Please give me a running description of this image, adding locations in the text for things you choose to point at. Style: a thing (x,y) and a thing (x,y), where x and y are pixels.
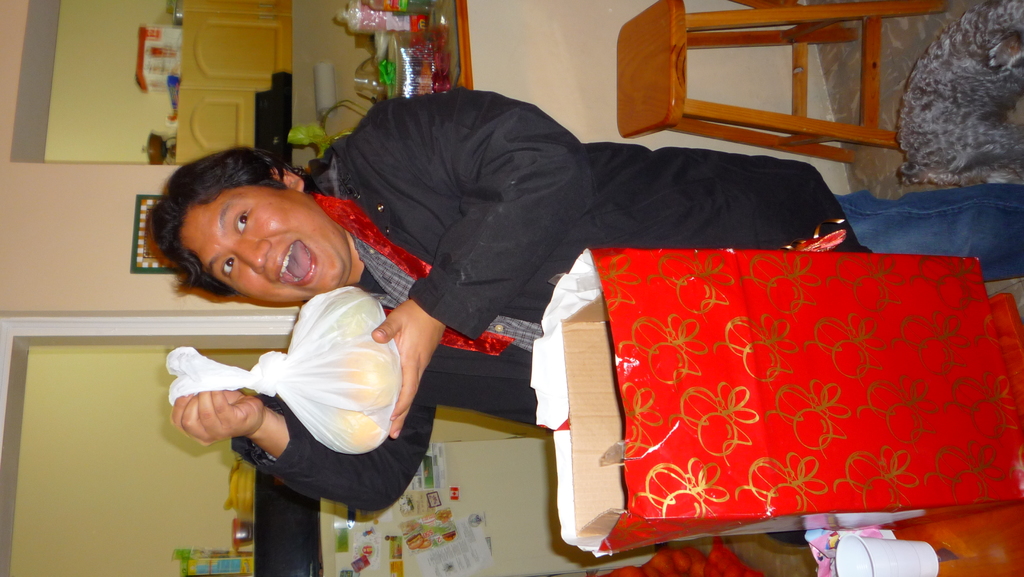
In this image I can see a man (279,286) and I can see he is holding a plastic cover (275,379). I can also see few things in the cover (364,375). On the bottom side of the image (771,490) I can see a red colour box (817,492), a glass (914,560) and few other stuffs (831,570). On the top side of the image (678,73) I can see a stool (668,120) and a dog (929,77) on the floor (916,188). In the background (404,61) I can see number of things (407,77) on the countertop (385,60), few cupboards (219,99), a refrigerator (474,472) and number of stuffs (178,41) on the rack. I can also see few papers (486,547) and few stickers (360,562) on the refrigerator (489,525).
